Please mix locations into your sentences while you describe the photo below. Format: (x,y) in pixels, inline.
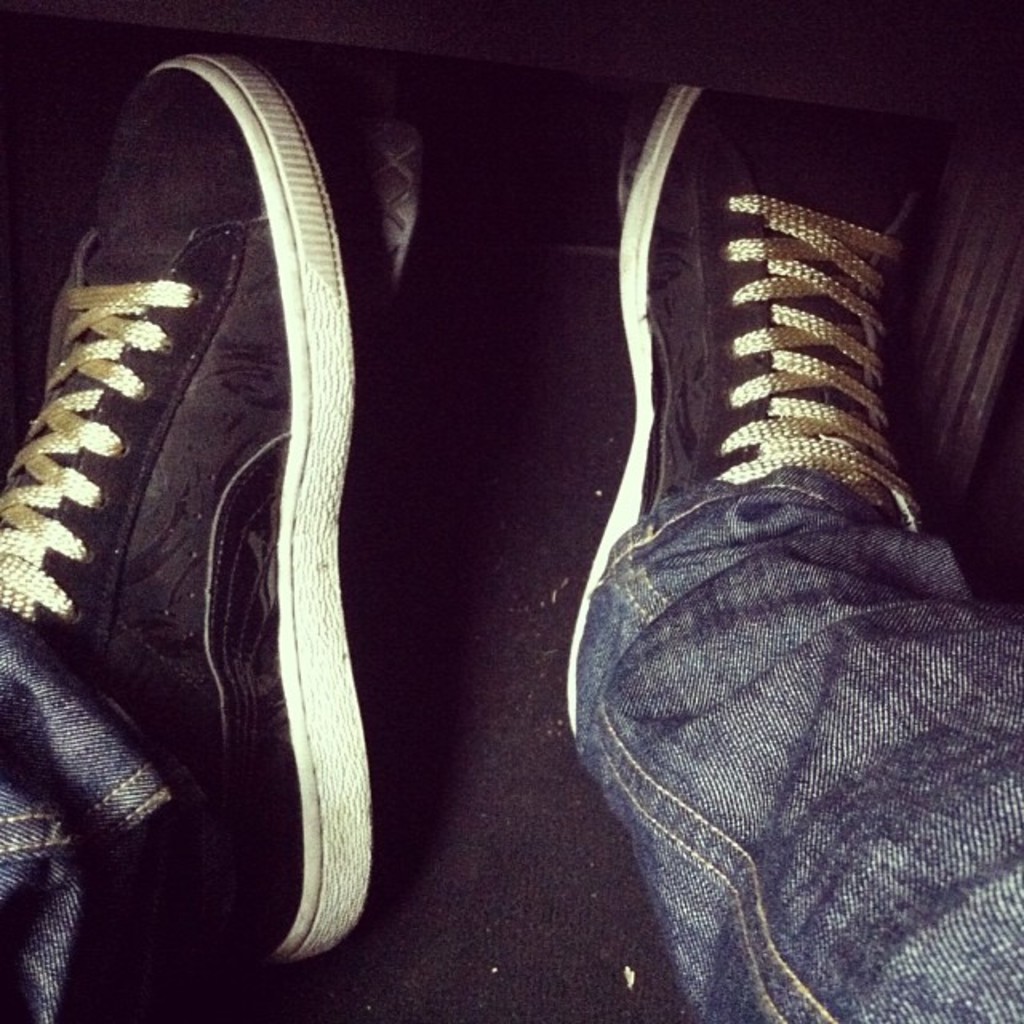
In this image we can see the legs (581,664) of a person (597,626) wearing shoes (584,625).
